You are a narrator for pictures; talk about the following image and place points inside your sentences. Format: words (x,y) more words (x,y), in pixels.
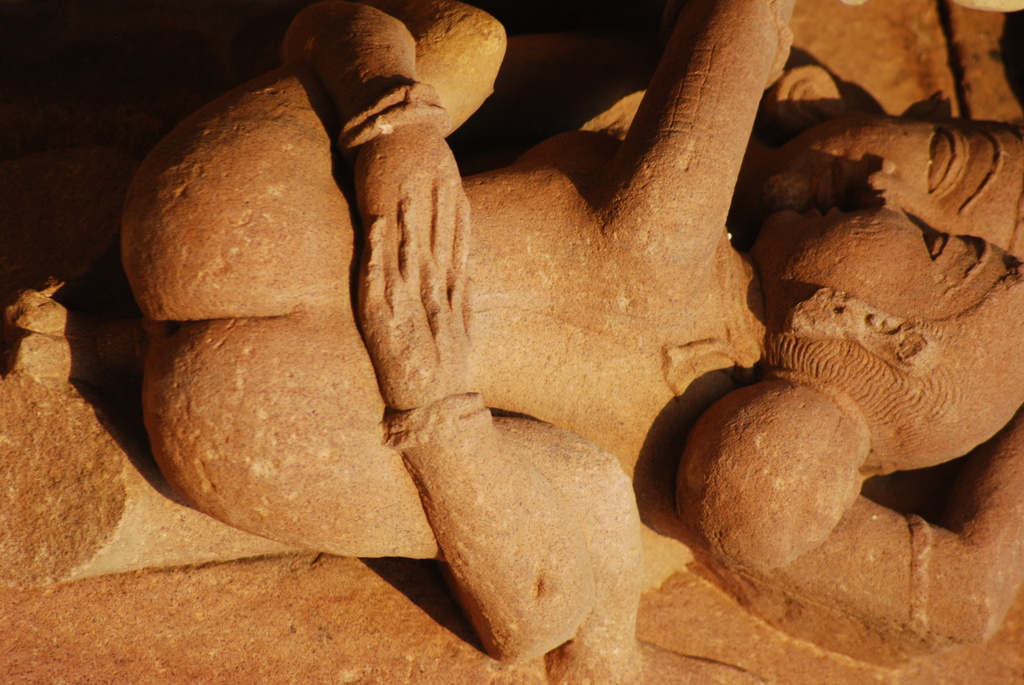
In this image we can see sculpture (718,342) on a rock (220,595).
